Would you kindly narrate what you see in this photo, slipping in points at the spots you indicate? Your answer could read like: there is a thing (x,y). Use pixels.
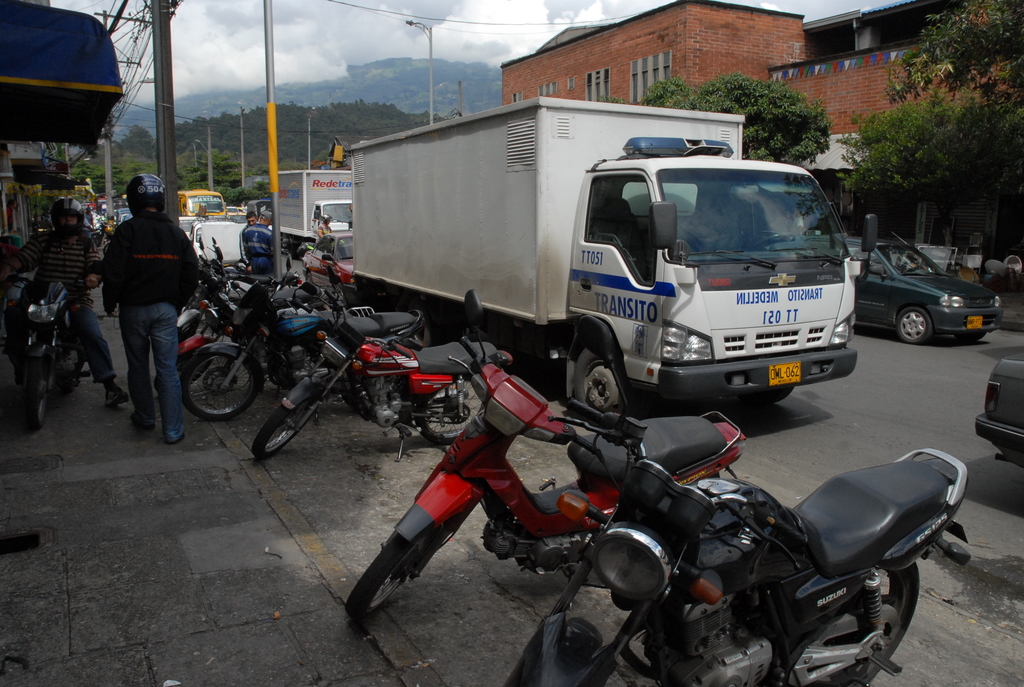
In this image I can see few vehicles (382,261) on the road (481,557). In front I can see few persons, background (481,11) I can see few light poles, buildings (727,47) in brown color, trees (963,191) in green color and the sky (331,28) is in white color.
